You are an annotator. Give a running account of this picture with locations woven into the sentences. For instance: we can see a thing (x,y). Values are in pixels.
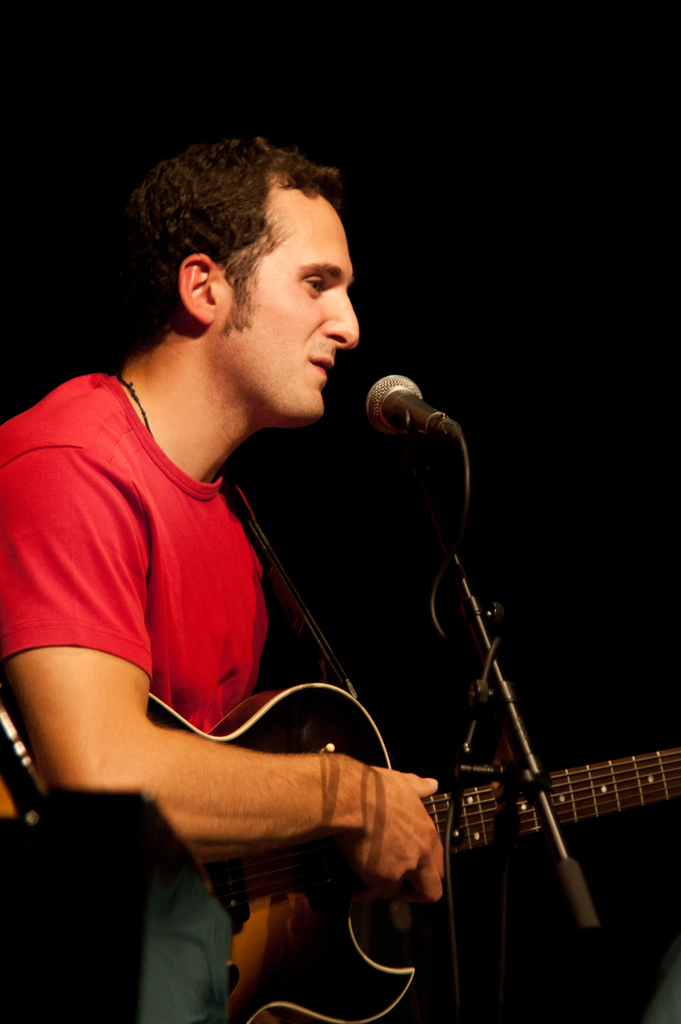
In this image on the left (131,671) there is a man (225,690) he wear red t shirt (174,549) he hold a guitar (301,878). In the middle (392,416) there is a mic (404,396).
